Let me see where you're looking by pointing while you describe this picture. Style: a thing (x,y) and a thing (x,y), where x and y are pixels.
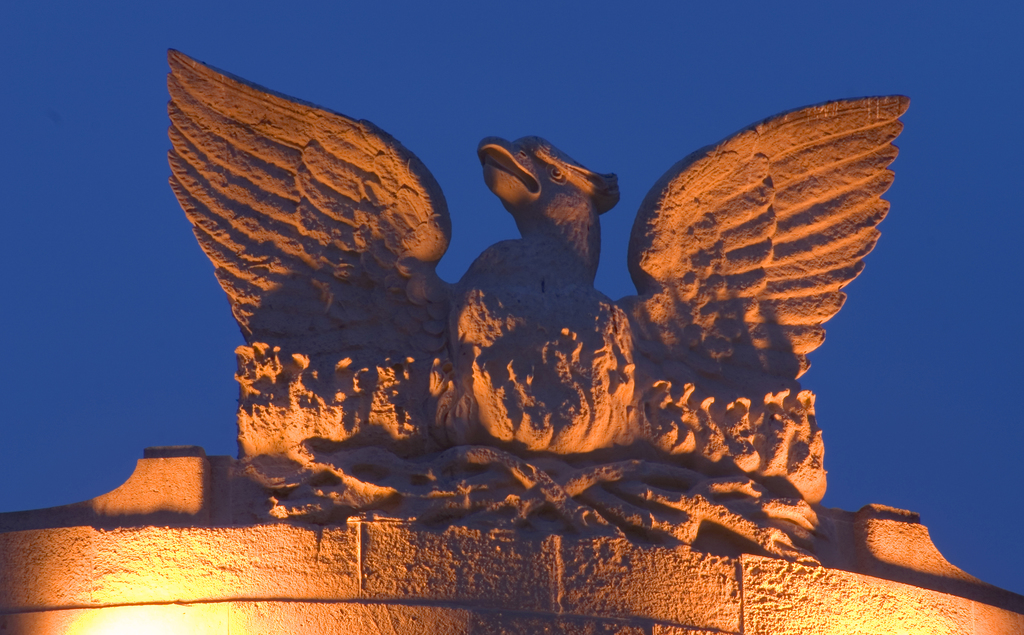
At the bottom of the image (279,579) there is a wall (603,605) with lights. On the top of the wall (946,613) there is a statue (479,321) of a bird (397,367). Behind the statue (876,152) there is sky (942,458).
